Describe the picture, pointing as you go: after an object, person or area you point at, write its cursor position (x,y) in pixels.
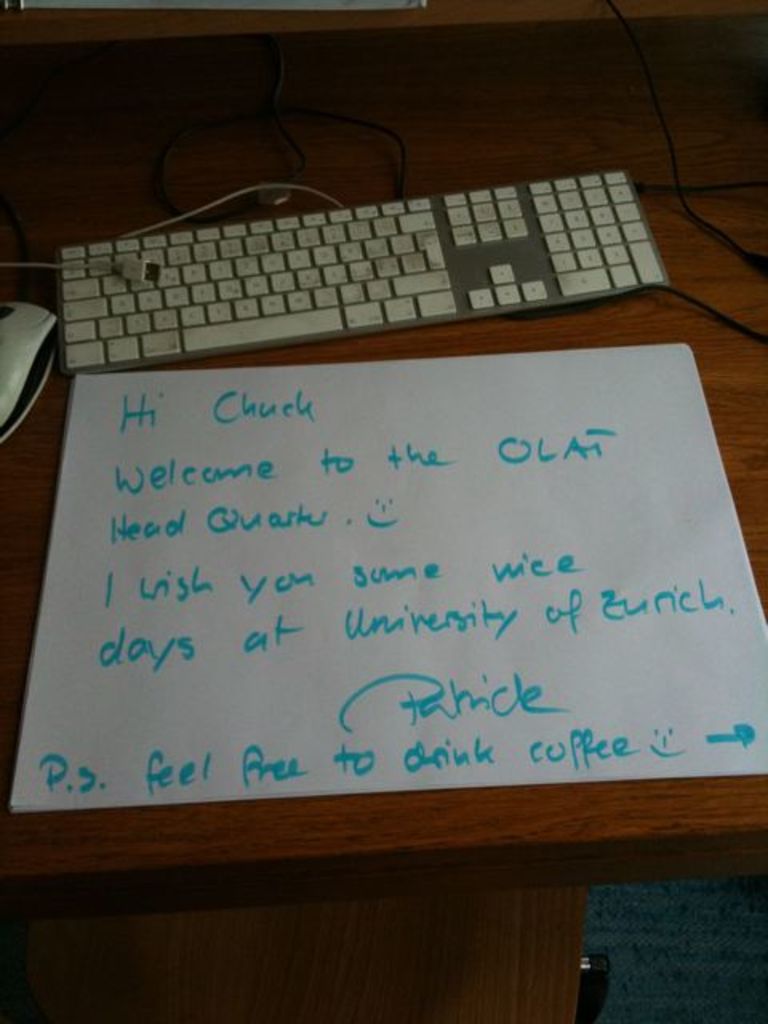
In the image in the center (410,663) we can see one table (46,374). On the table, there is a keyboard (257,291), mouse (14,317) and paper (400,481). And we can see something written on the paper (345,639).
